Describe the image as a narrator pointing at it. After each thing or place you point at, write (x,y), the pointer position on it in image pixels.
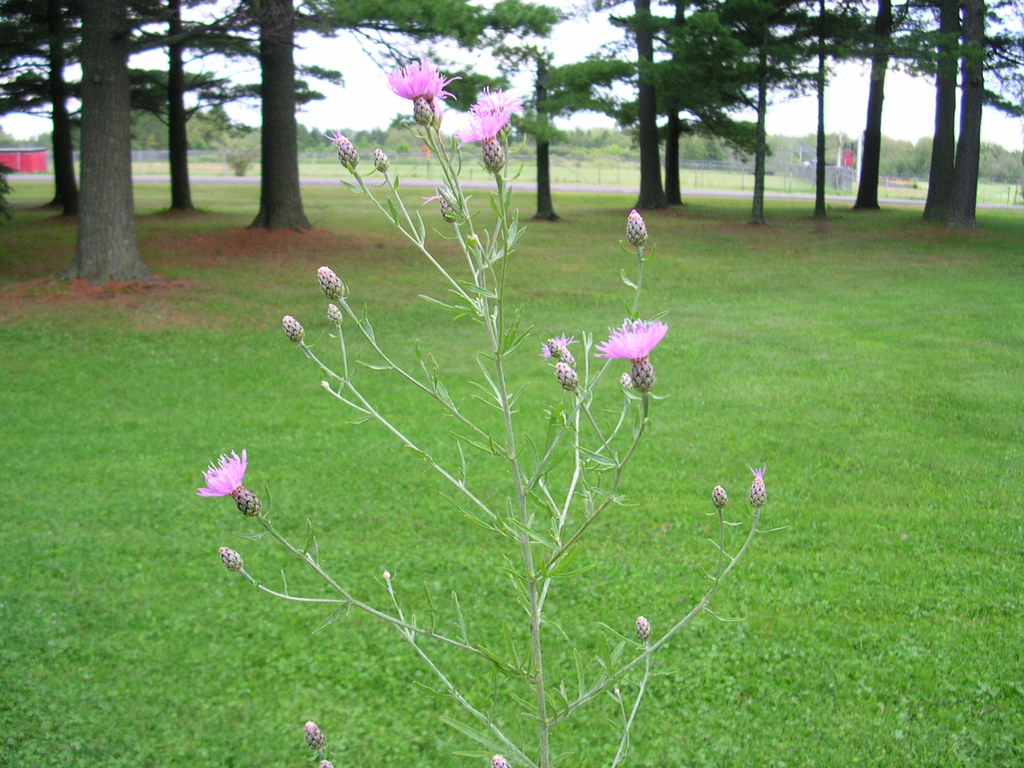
In the center of the image (477,287) we can see a plant (645,681), flowers (604,353) and buds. In the background of the image (494,618) we can see the grass (527,246), trees (579,78), mesh (477,168), tent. In the middle of the image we can see the road (514,187). At the top of the image (322,33) we can see the sky (558,125).
